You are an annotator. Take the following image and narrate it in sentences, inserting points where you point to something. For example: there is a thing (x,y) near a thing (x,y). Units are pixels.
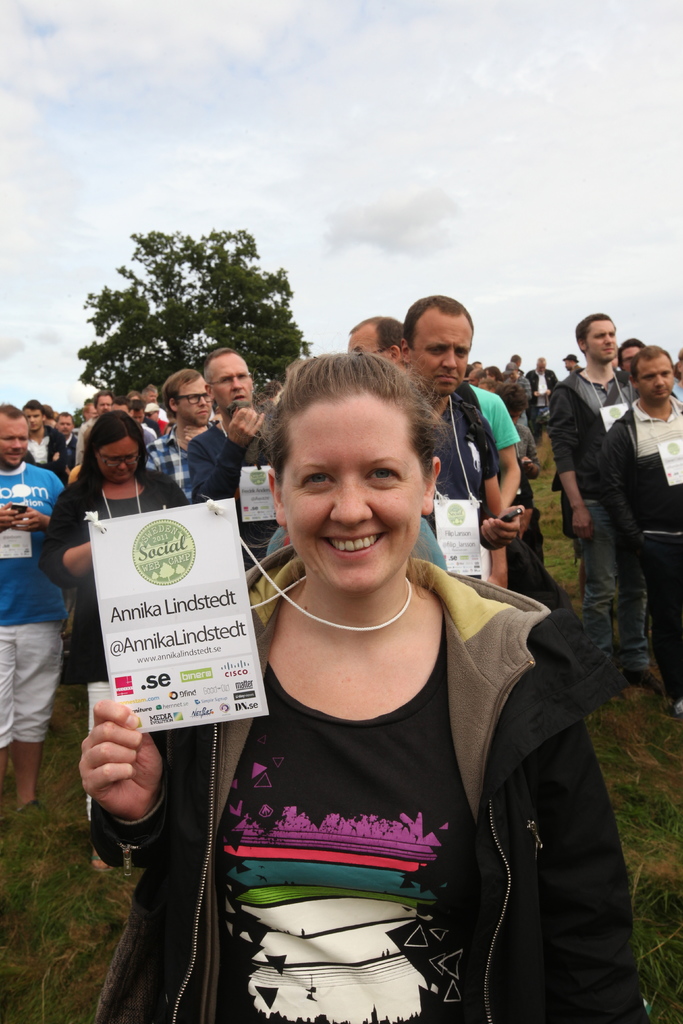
In this image I see number of people (399,369) in which this woman (343,569) is smiling and I see that she is holding this paper (177,608) on which there is something written and I see the green grass (41,796). In the background (3,335) I see the tree (139,316) and the cloudy sky (291,201).
